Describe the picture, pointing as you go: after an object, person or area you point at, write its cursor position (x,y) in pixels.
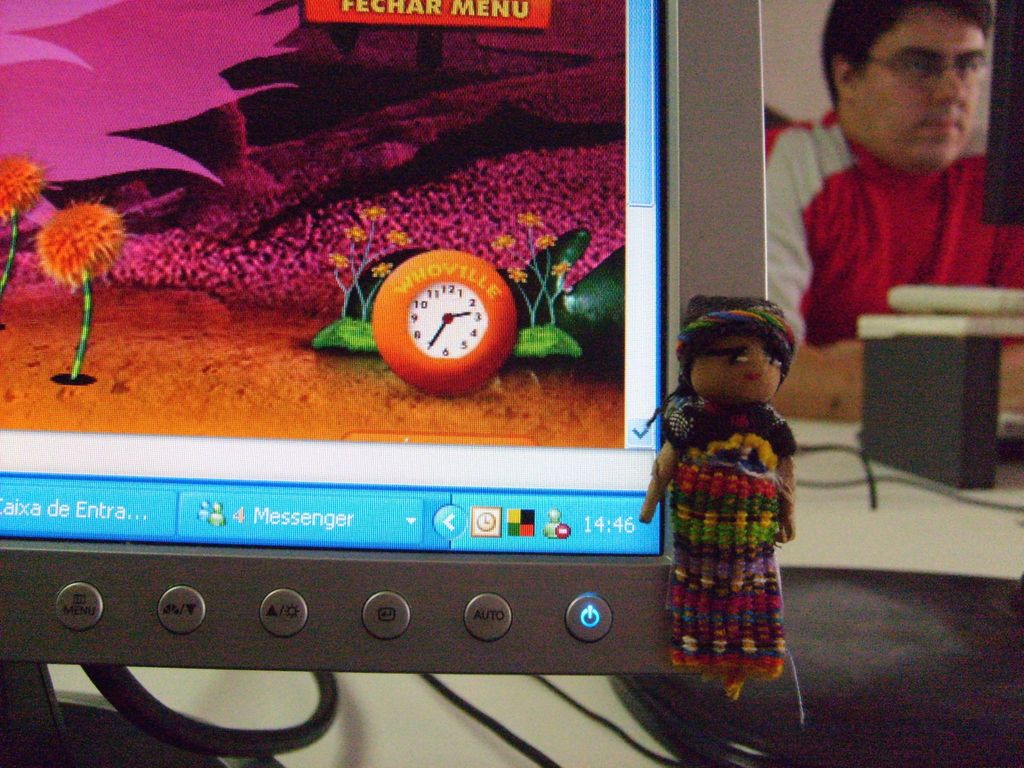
In this image there is a table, on that table (397,692) there is a computer (511,568), behind that there is a man (890,215) sitting on chair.
